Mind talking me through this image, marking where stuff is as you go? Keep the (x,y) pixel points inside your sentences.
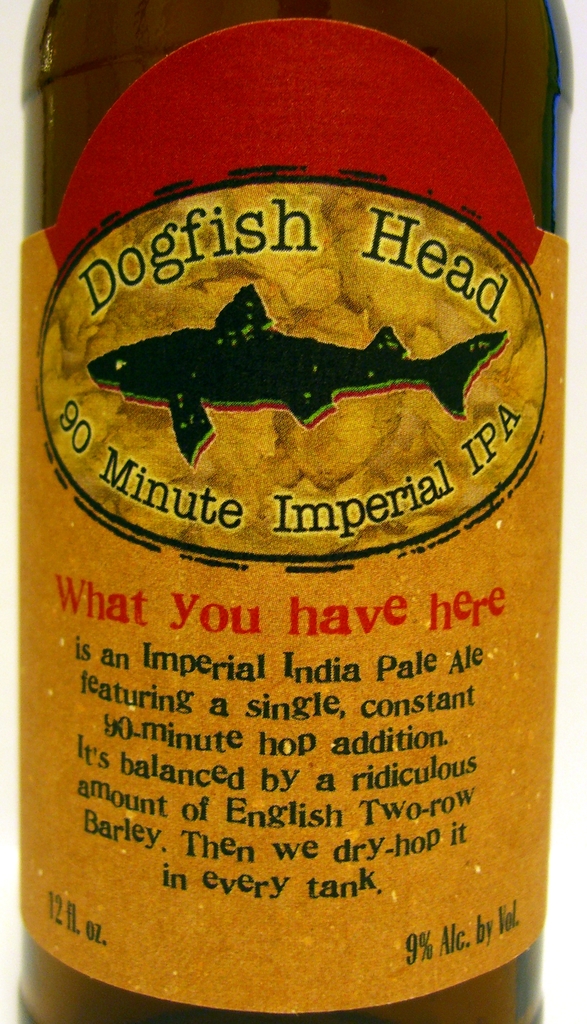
In this image I can see sticker (336,556) is on the object (291,253). Something is written on the object (223,638).
